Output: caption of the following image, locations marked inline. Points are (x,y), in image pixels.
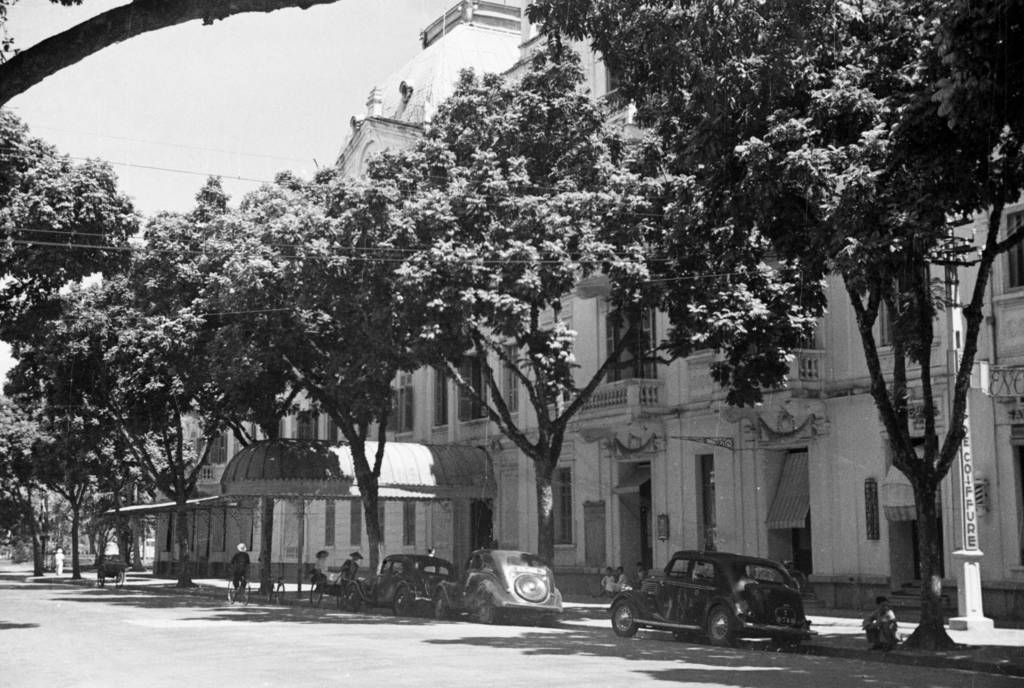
In the picture I can see the building (716,430) on the right side (842,386). There are trees (285,236) on the side of the road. I can see three cars (709,602) on the road (516,637) and a person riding a bicycle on the road (277,598).
